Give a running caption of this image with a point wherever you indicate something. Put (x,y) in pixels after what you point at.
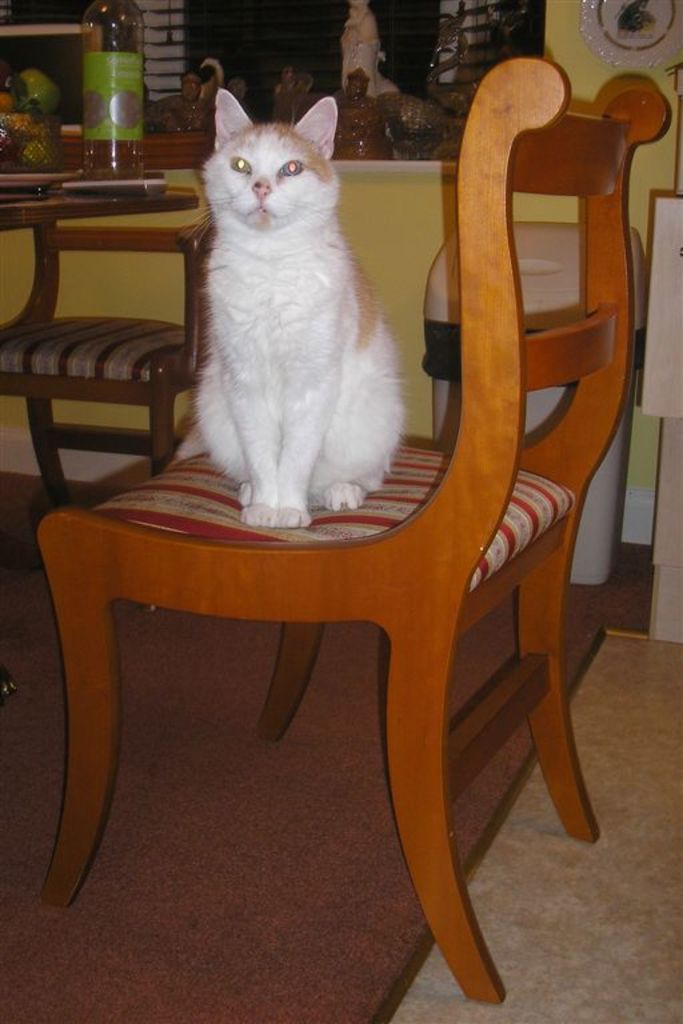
In this picture there is a cat (270,376) on the chair (411,520). Behind the chair (622,225) there is a white color bin (624,416). And to the top corner (12,222) there is a table (67,206). On the table (26,207) there is a bottle (131,46). In the background (446,146) there is a shelf (411,168) with many toys (366,100) on it. And on the floor (236,855) there is a floor mat (195,854).
